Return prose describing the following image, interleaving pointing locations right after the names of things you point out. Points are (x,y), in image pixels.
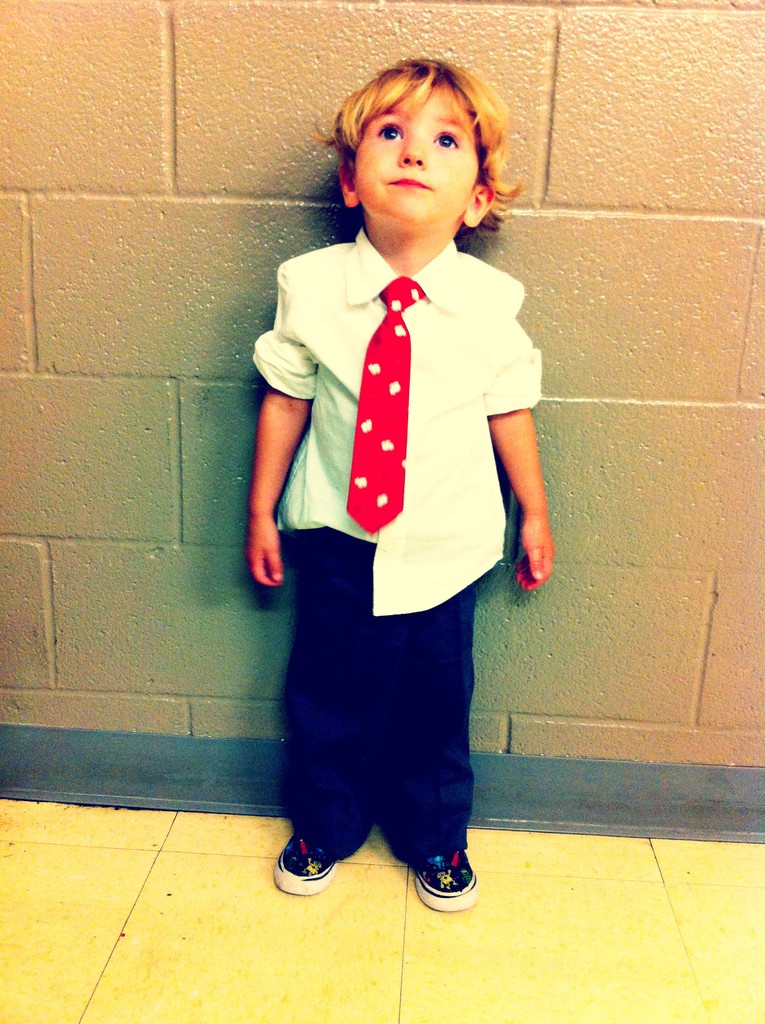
In this picture, we see the boy (373,388) in the white shirt (440,400) is standing and he is wearing the red tie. At the bottom (286,829), we see a floor (390,934) in yellow color. In the background (179,386), we see a wall (179,386) in brown color.
